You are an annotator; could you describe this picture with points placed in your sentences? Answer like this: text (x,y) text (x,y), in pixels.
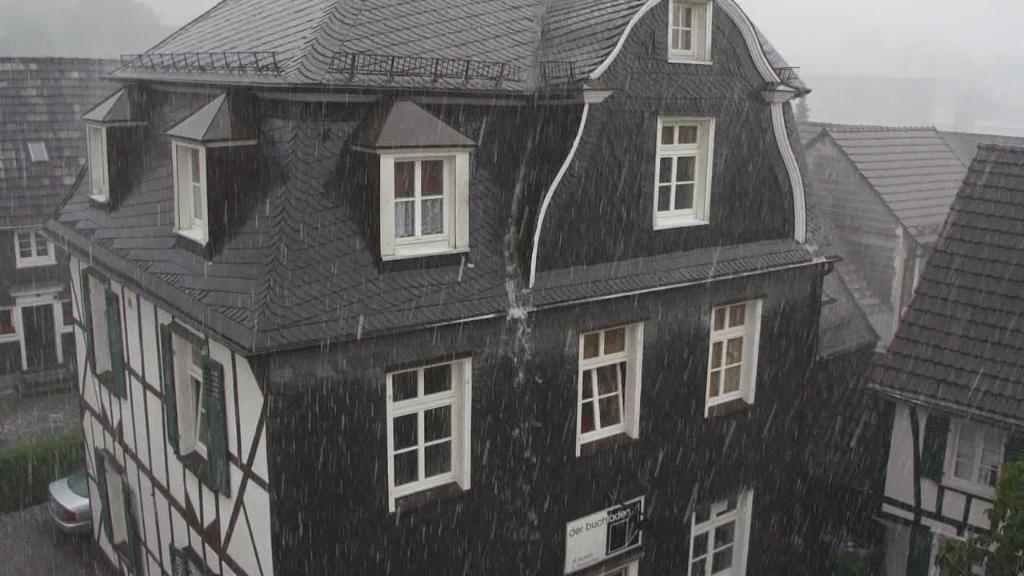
In this image we can see buildings (699,252) and on road (46,518) one car (57,510) is there.
